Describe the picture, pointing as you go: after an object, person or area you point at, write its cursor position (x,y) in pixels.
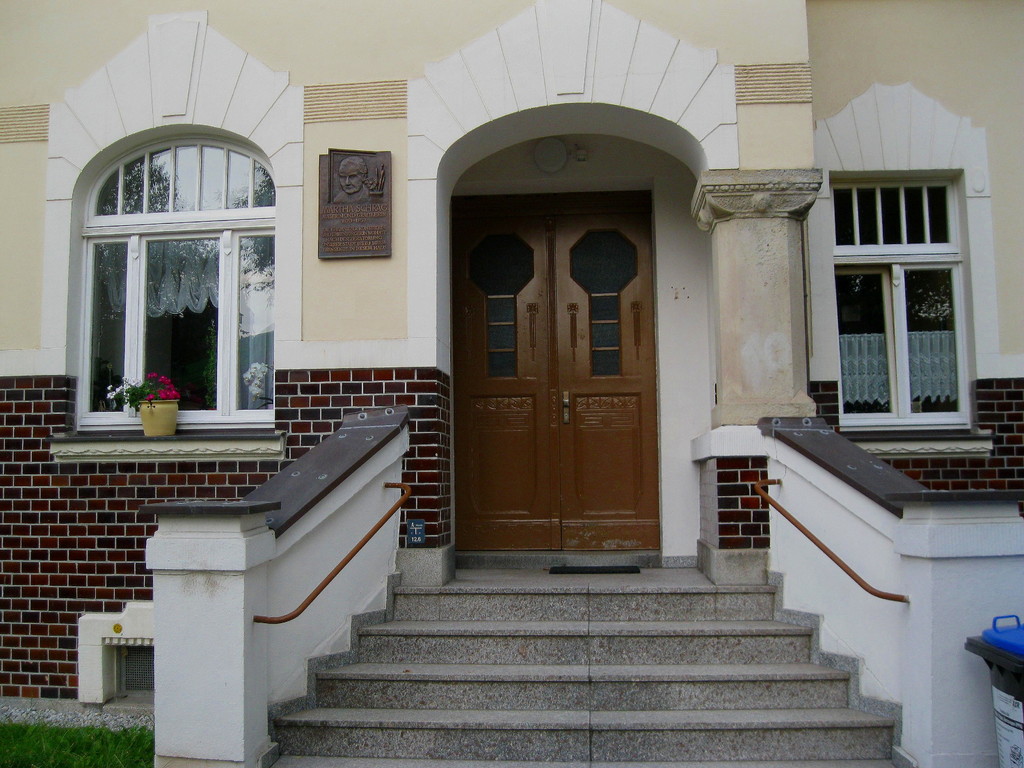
In this image, we can see the wall (243,115) with a few glass windows (233,166) and doors (566,299). We can also see a board (370,245) with some image (377,157) and text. We can also see some curtains (189,301). We can see some stairs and the railing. We can also see some flowers (172,399) in a pot (159,434). We can see the ground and some grass (73,736). We can also see an object (985,634) on the bottom right corner (981,651).
